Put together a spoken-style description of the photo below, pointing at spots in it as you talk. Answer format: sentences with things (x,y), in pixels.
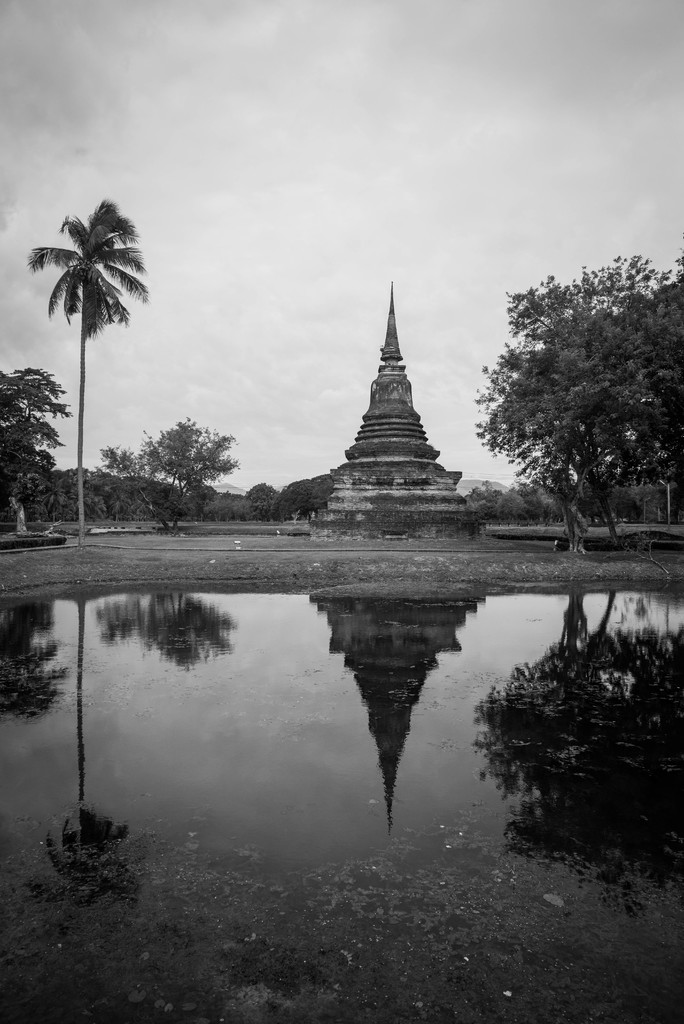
This is a black and white image which is clicked outside. In the foreground (277,671) there is a water body (280,641) and we can see the reflection (256,708) of sculpture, trees (615,789) and the sky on the water body (467,664). In the background (291,156) there is a sky (265,147) and we can see the sculpture (403,405) and some trees (159,493) and some other objects (63,544).
